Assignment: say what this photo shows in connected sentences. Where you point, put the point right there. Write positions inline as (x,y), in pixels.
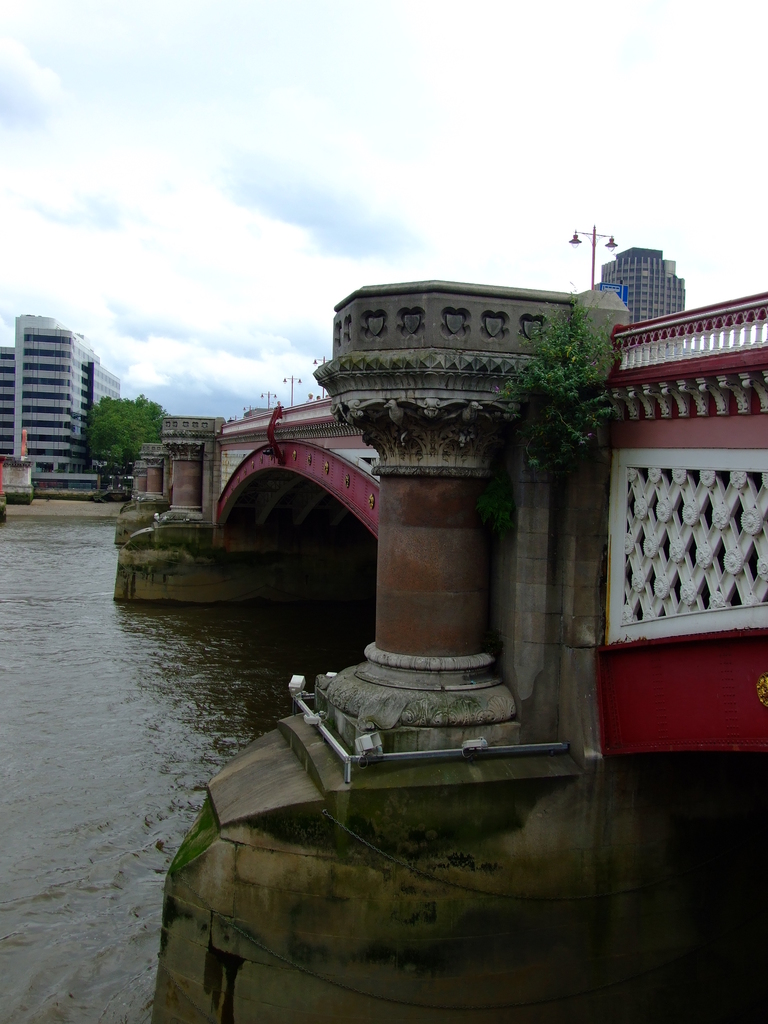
In the background (204,166) we can see the sky (207,407), buildings (61,416) and a tree (114,424). In this picture we can see lights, poles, pillars (215,875), water (131,726) and objects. We can see the formation of algae (203,819).
